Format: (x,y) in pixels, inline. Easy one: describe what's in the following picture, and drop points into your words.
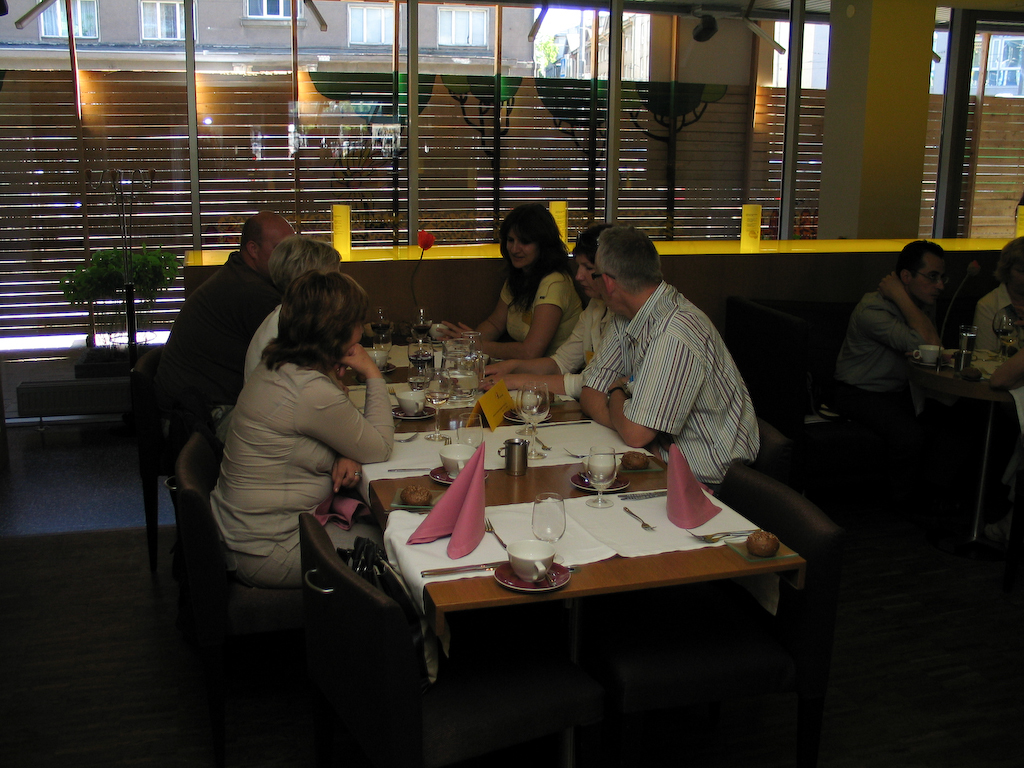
In this picture there are some people (623,340) sitting on a chair (759,469). In between them there is a table (588,486). On the table (573,491) there are spoon (552,576), fork (491,528), cup (542,555), glass (551,514), flower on it. Behind them there are people (915,298) sitting on the chair (828,349). In the background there are windows (514,157). And a plant (112,288) to the left side (118,294).
